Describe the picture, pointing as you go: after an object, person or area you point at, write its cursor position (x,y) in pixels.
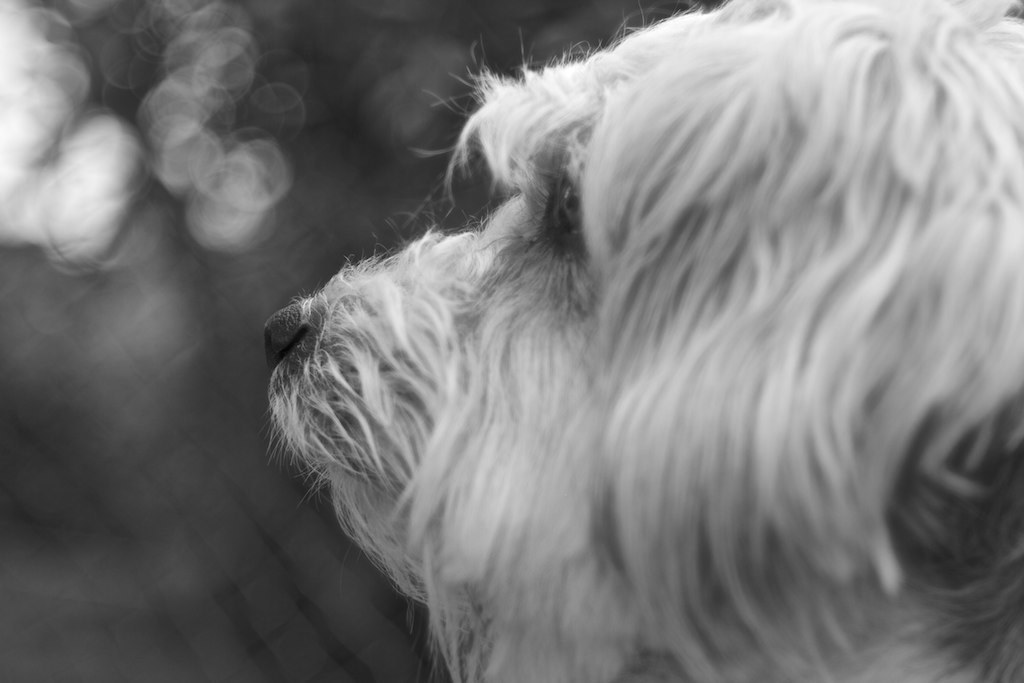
This is a black and white picture. In this picture, we see a white dog (722,278). In the background (243,420), it is black in color. This picture is blurred in the background (258,198).
